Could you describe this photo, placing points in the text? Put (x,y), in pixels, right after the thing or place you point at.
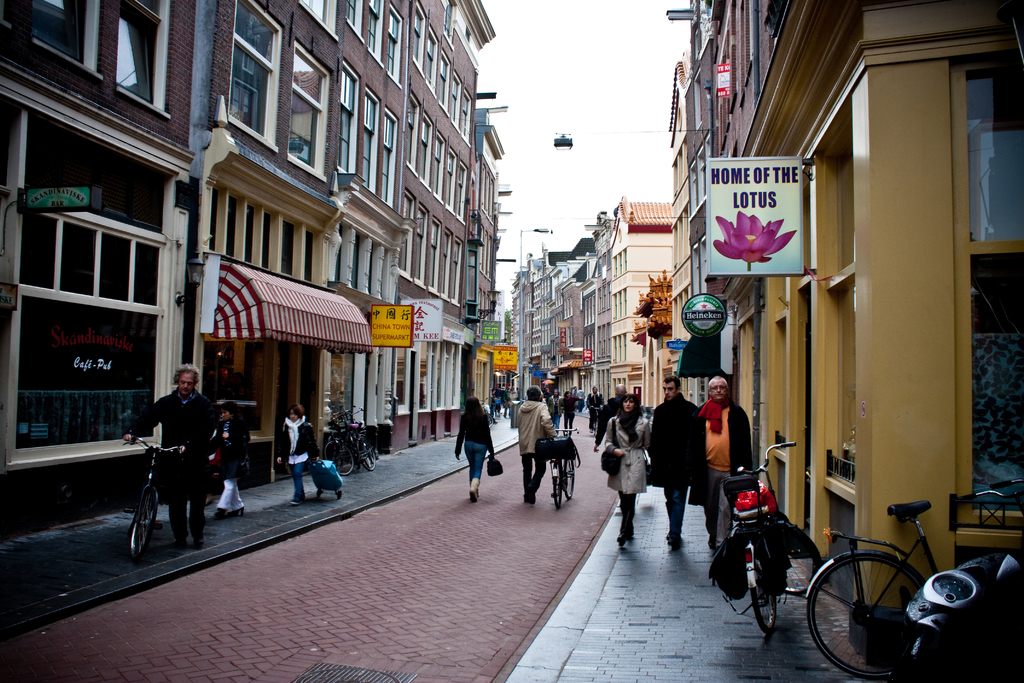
This is an outside view. Here I can see few people (605,435) are walking on the footpath (648,531) and road (419,584). A person (527,473) is holding a bicycle (562,467) and walking on the road (506,493) along with it. On the left side (194,457), I can see another man (184,428) is also holding a bicycle (151,455) and standing on the footpath (157,518). On both sides of the road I can see some buildings (574,310). On the top of the image (594,66) I can see the sky (559,48).
